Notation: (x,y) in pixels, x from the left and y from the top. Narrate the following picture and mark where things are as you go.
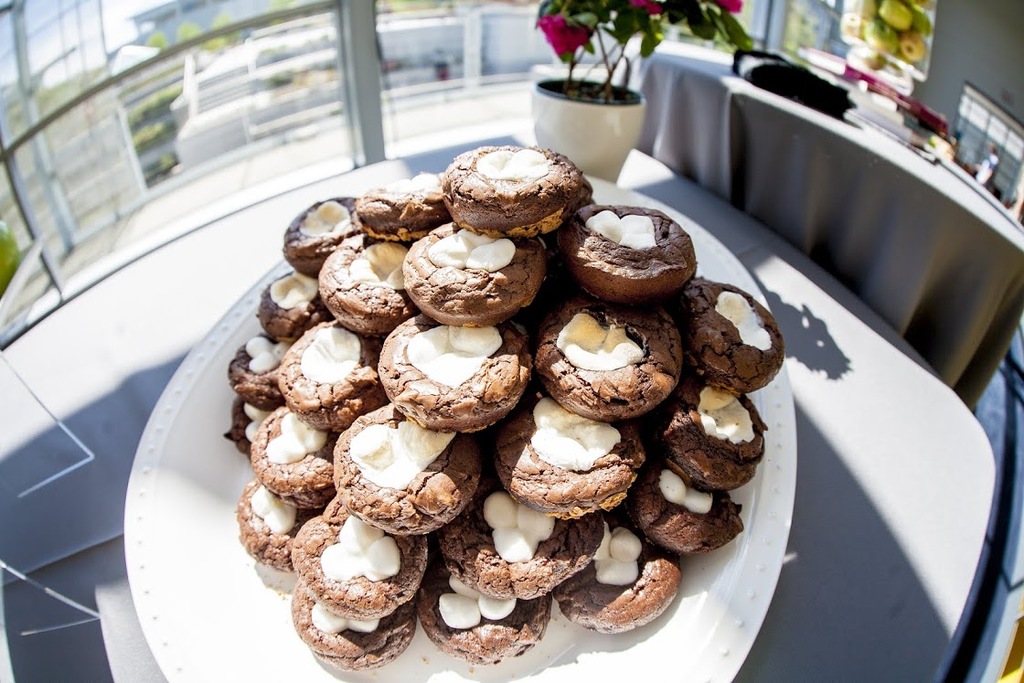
In this image we can see a serving plate (280,653) which has cookies (527,366) placed in rows on it, houseplant (606,126), picture (920,52) to the wall (949,74) and tables (958,457).
